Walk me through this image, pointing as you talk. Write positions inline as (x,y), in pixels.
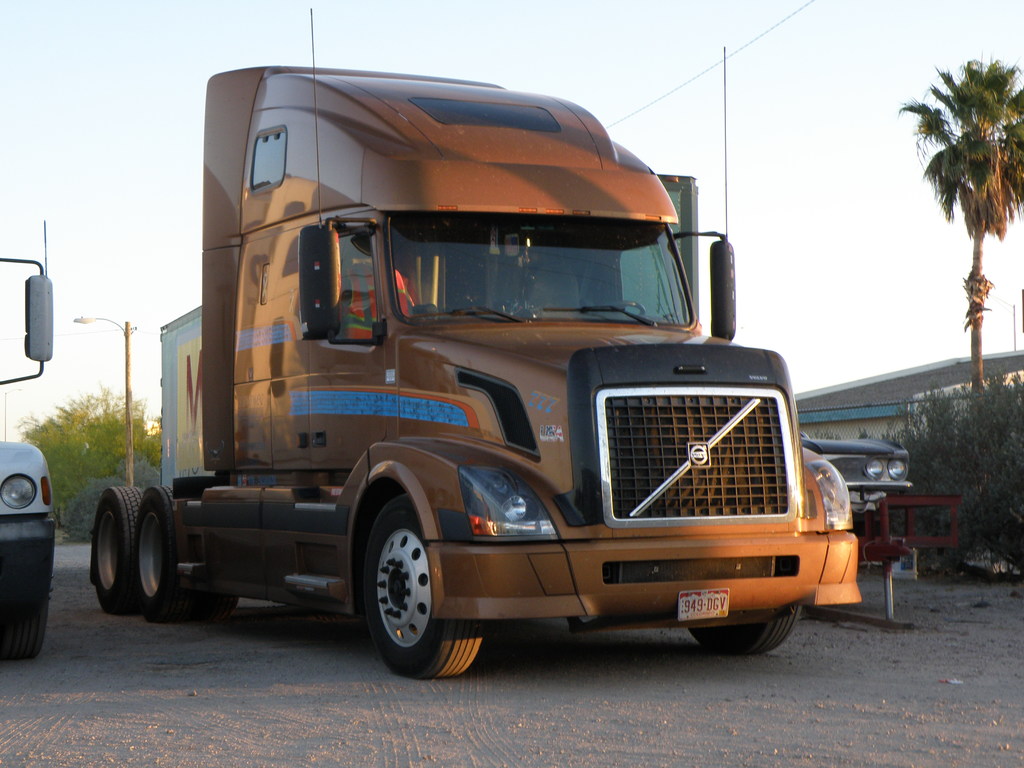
This image is taken outdoors. At the top of the image (103,146) there is the sky (187,43). At the bottom of the image (286,729) there is a ground (450,719). In the background (116,455) there is a tree (142,445). On the right side of the image (873,423) there is a house (906,399). There is a tree (950,172) and there are a few plants (946,489). There is an iron bar (900,544). A vehicle (880,478) is parked on the ground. In the middle of the image (660,327) a truck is parked on the ground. On the left side of the image (43,481) there is a vehicle (22,570).
